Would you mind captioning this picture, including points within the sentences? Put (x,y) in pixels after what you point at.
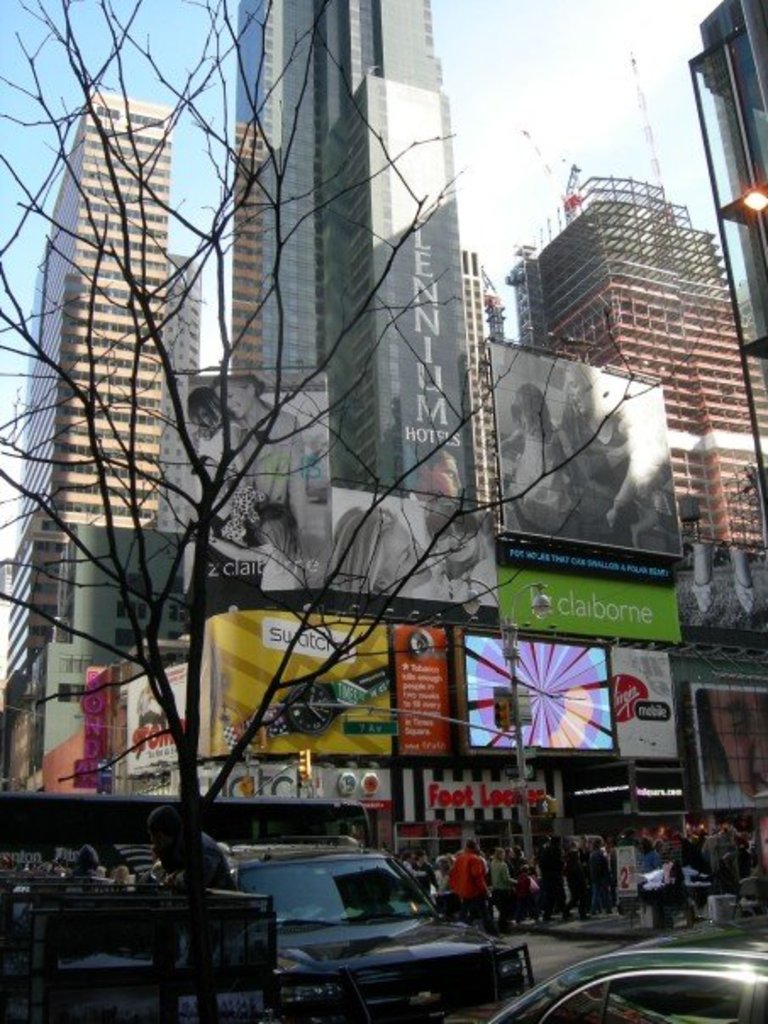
In this picture I can see many buildings (491,416) and skyscrapers (480,258). On the right (710,302) I can see the building (647,367) under construction, above that building (701,340) there are two cranes (567,211). At the bottom (213,879) I can see many peoples (218,871) were standing and walking near to the street lights (524,788) and car (536,1011). In the bottom left corner (197,937) I can see the fencing (185,928) and tree (211,795). In the top left corner (52,36) there is a sky (61,17). In the center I can see the traffic signals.
